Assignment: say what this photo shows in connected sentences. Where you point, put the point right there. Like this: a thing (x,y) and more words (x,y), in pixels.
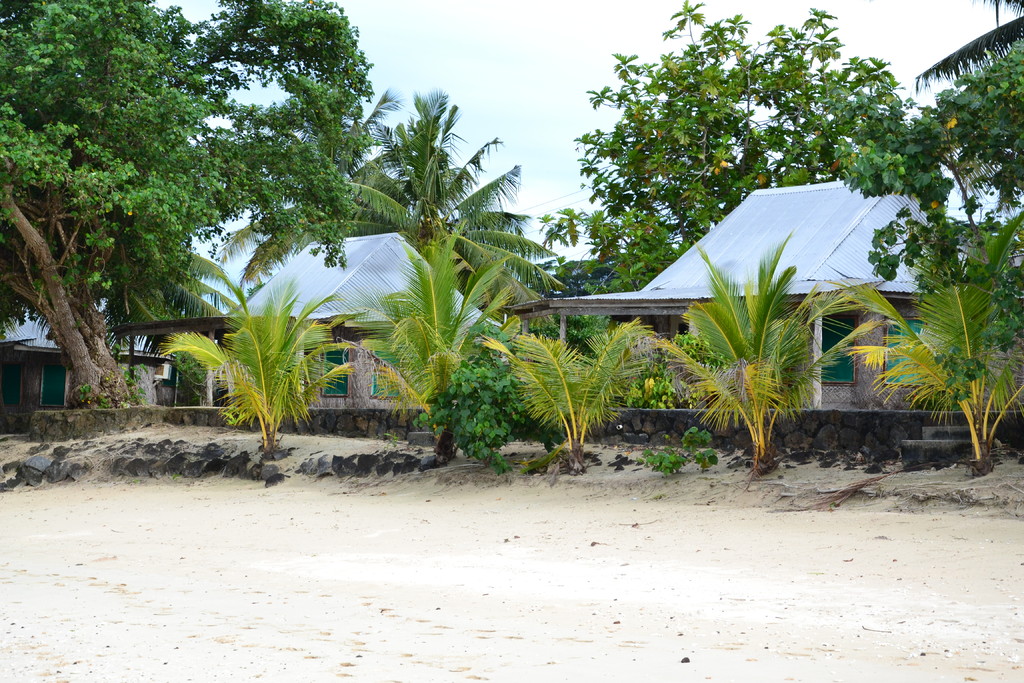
In this picture we can see the sky (393,82), shelters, trees (978,94), plants (534,420). On the ground (180,516) we can see few stones (128,472) and the sand (560,608). Far we can see the green windows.
